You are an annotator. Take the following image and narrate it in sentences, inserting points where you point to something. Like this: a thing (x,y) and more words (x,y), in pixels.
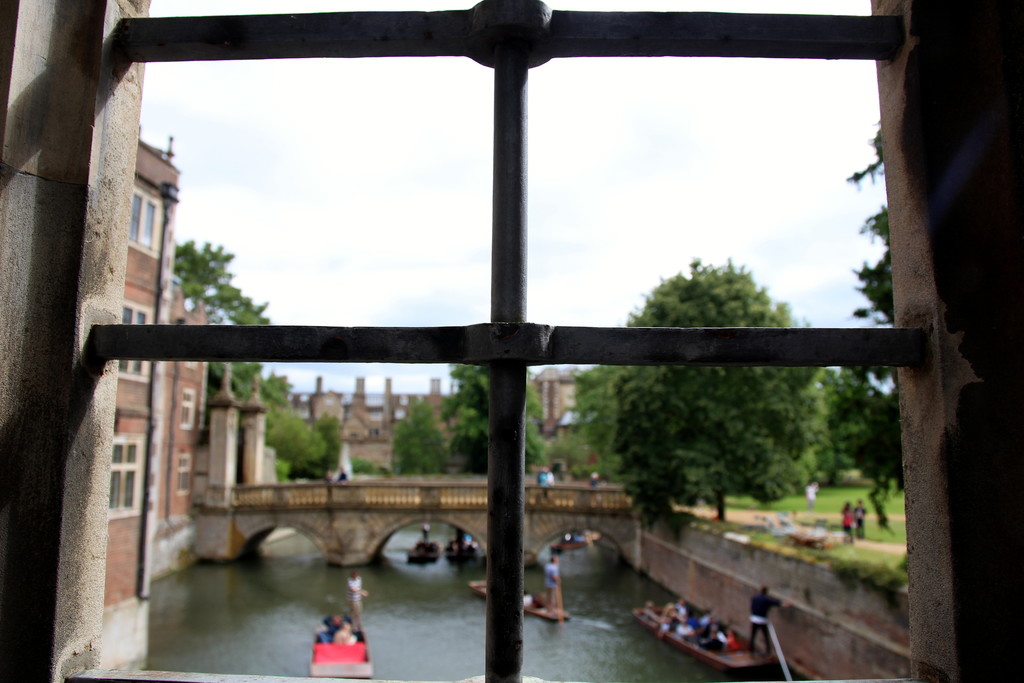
In this image I can see people (851,526) among them some are the ground (825,513) and some are on boats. These boats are on the water (482,628). I can also see a bridge (367,494), trees (458,441), the grass (801,508) and buildings (183,471). In the background (315,193) I can see the sky (376,190).
